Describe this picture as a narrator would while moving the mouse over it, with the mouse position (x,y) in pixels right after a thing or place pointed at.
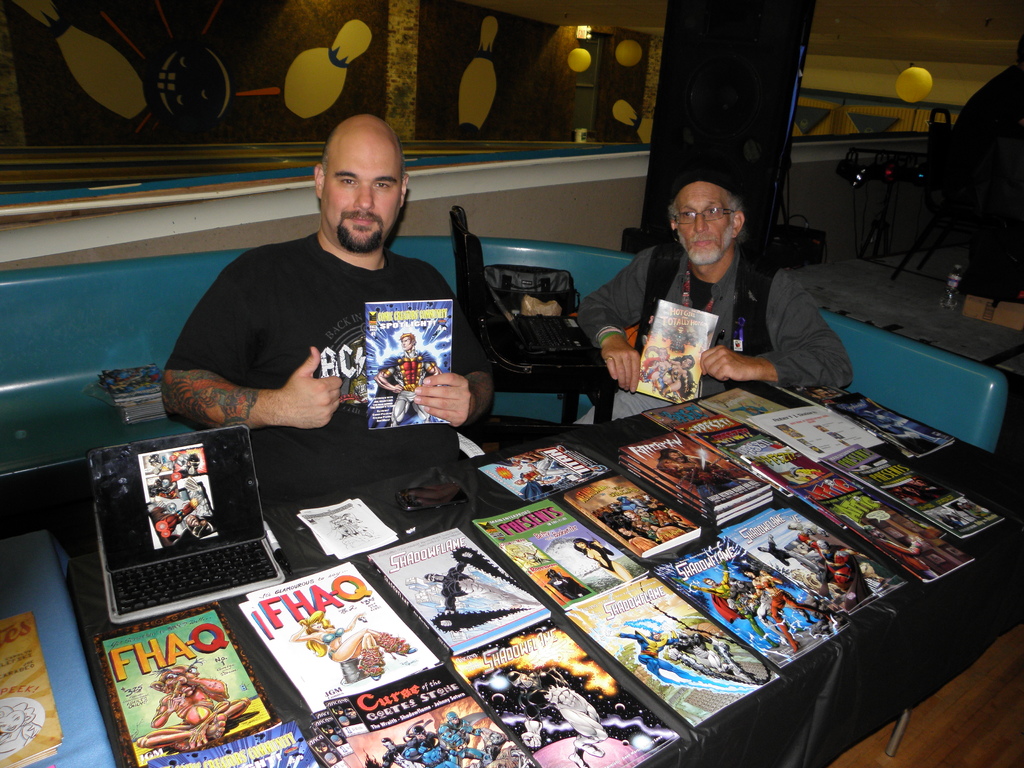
These two persons (334,186) are sitting on a chair (601,256) and holding books (651,337). In-front of them there is a table (531,491), on this table (458,560) there is a laptop (165,517), books (746,501), marker (273,549) and papers (354,536). On this chair (521,350) there is a bag (560,312). Far there is a bottle (948,296) on this floor (929,274). This wall (353,75) is colorful.
